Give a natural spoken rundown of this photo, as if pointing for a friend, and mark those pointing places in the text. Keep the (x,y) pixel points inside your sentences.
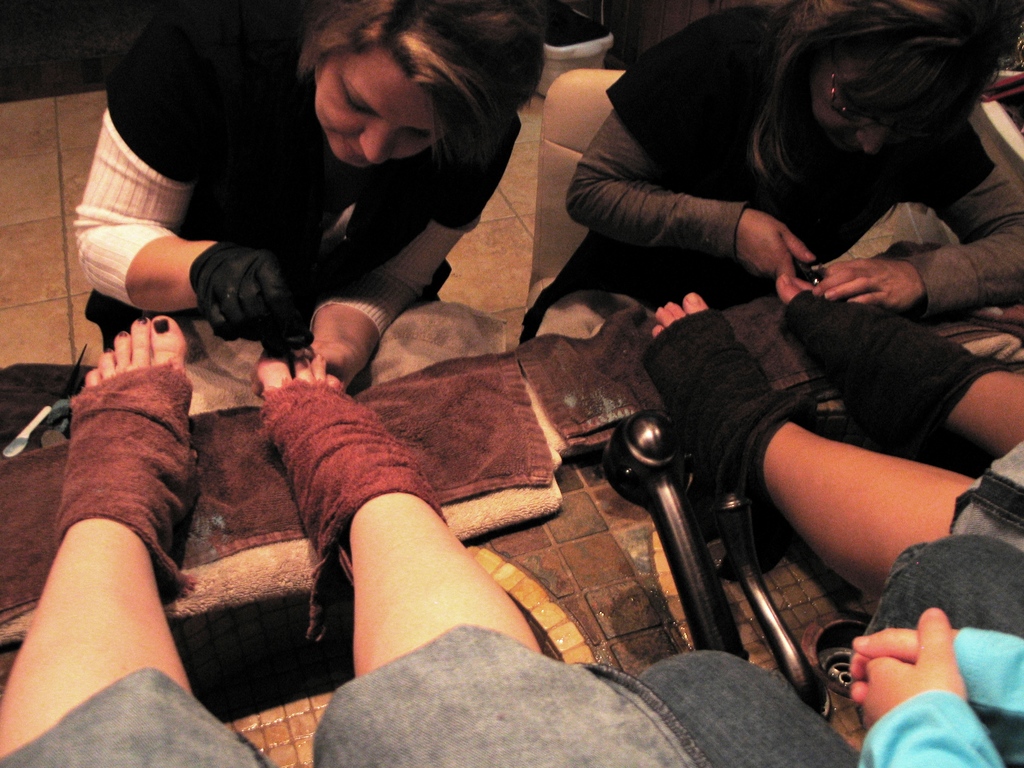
In the foreground of the picture (495,705) there are two persons legs (809,463), on a cloth (521,397). At the top (489,162) there are two women (782,240) sitting in chairs (585,148).
